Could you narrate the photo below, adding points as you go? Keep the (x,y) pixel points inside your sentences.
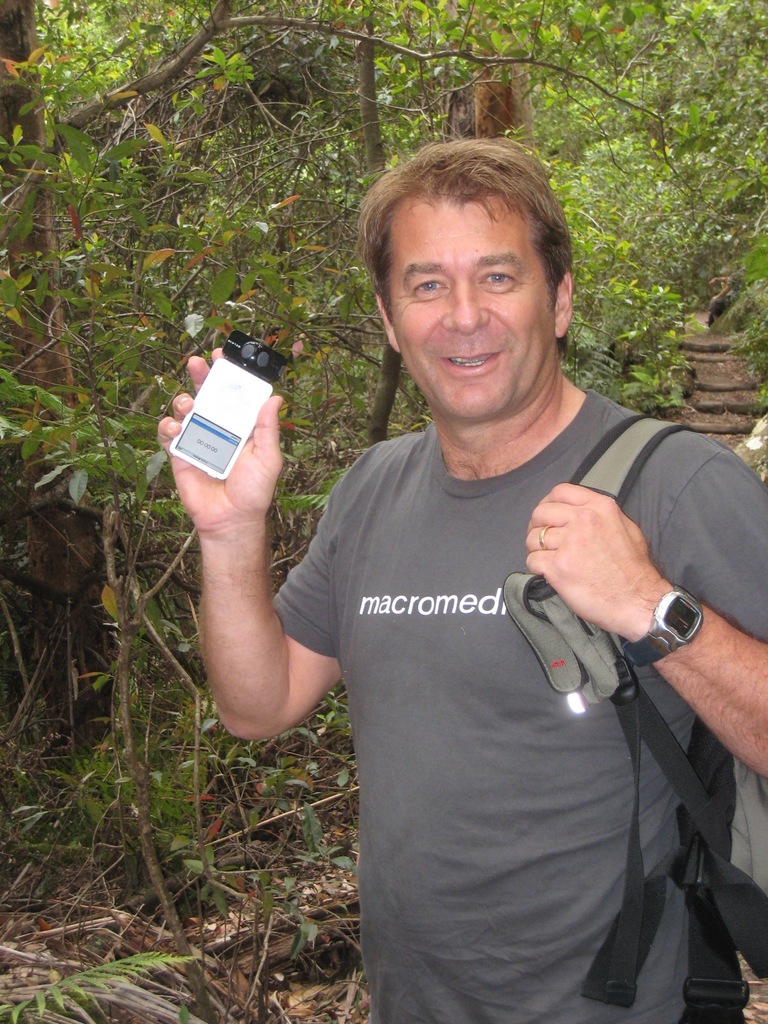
In this picture there is a person (531,354) standing and smiling and he is holding the device (268,389). At the back (303,109) there are trees (206,144).
